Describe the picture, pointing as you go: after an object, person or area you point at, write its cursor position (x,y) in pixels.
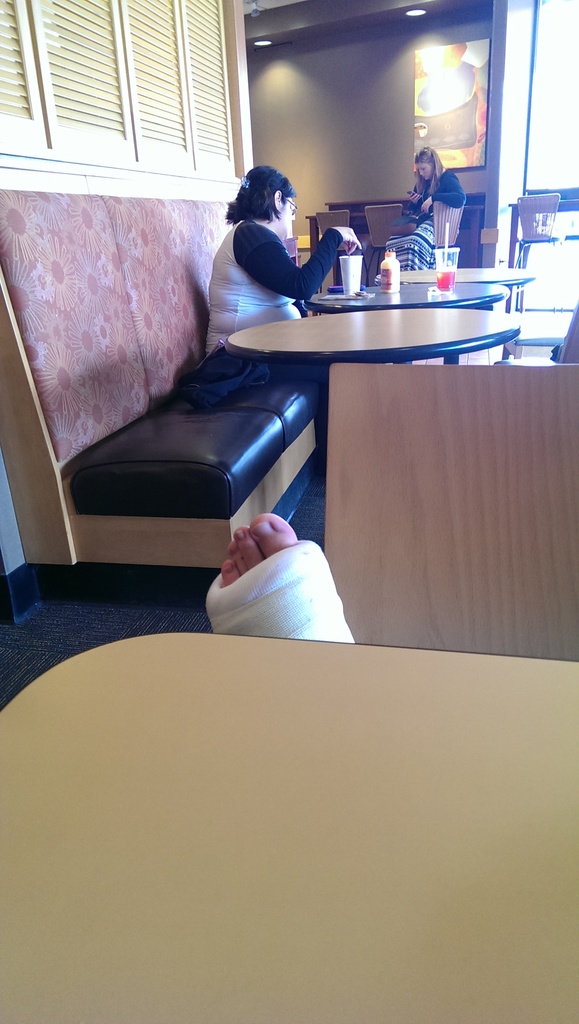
In the picture we can see a person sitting on a sofa (111,344) near the round table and one girl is standing near to the table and slightly sitting on the chair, in the background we can see a wall (290,161) with a photo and painting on it and ceiling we can see a light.
